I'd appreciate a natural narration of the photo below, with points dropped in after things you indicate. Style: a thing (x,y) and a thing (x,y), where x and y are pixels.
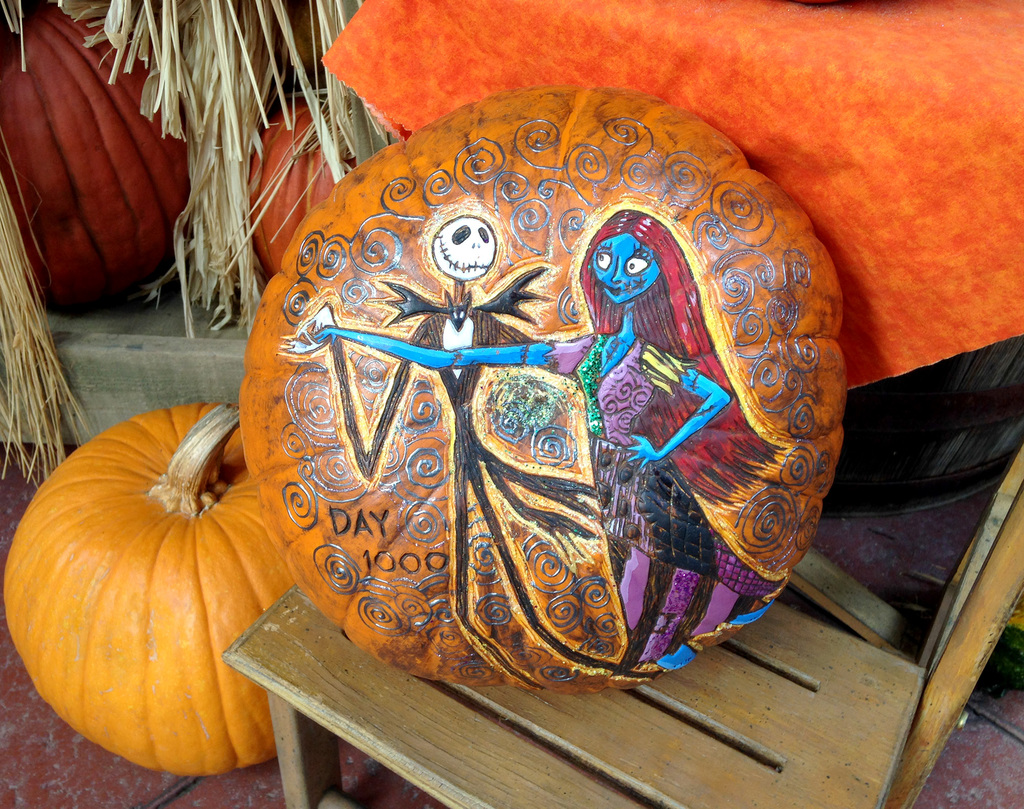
In this picture I can see an art (516,325) on the pumpkin (653,657), which is on the stool (650,695), and in the background (102,452) there are pumpkins (259,161), a paper (425,51), these look like dried leaves (200,99).
